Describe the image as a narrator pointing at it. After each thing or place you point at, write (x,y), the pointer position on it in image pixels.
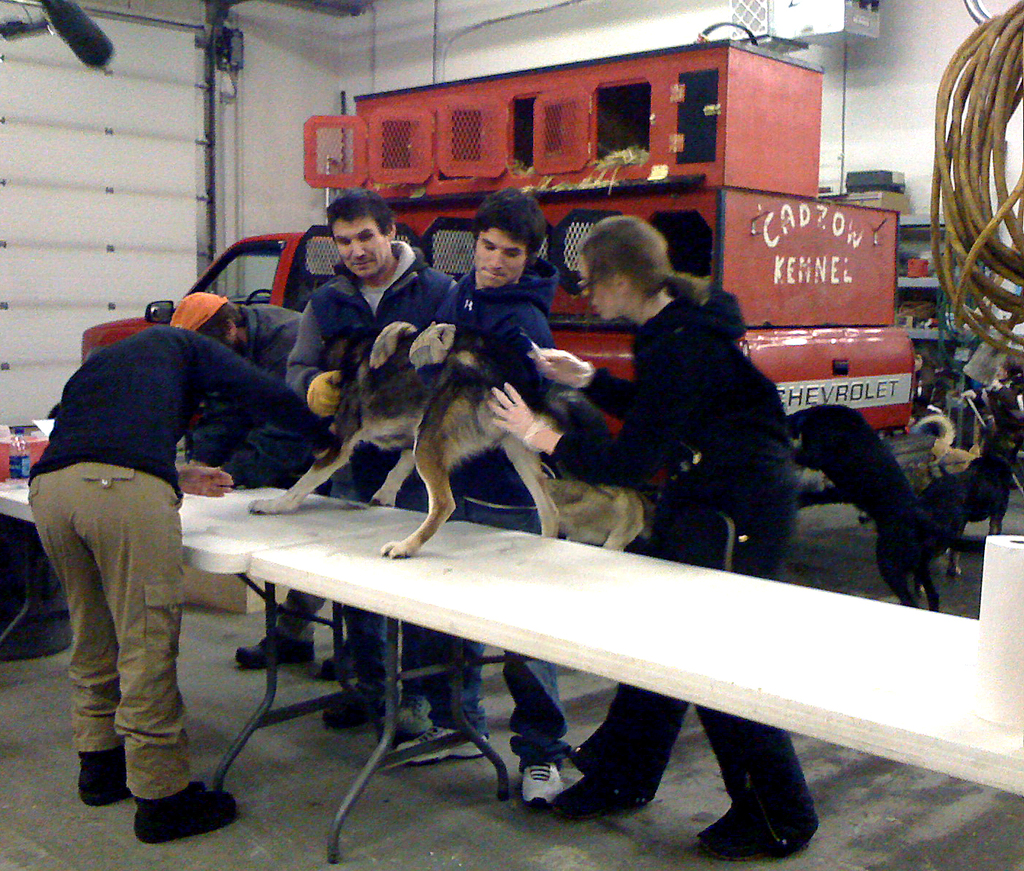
In the image we can see there are people (639,404) who are holding a dog (410,400) and the dog (323,474) is standing on the table (314,580) and on the other side there are dogs (966,475) which are standing on the floor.
